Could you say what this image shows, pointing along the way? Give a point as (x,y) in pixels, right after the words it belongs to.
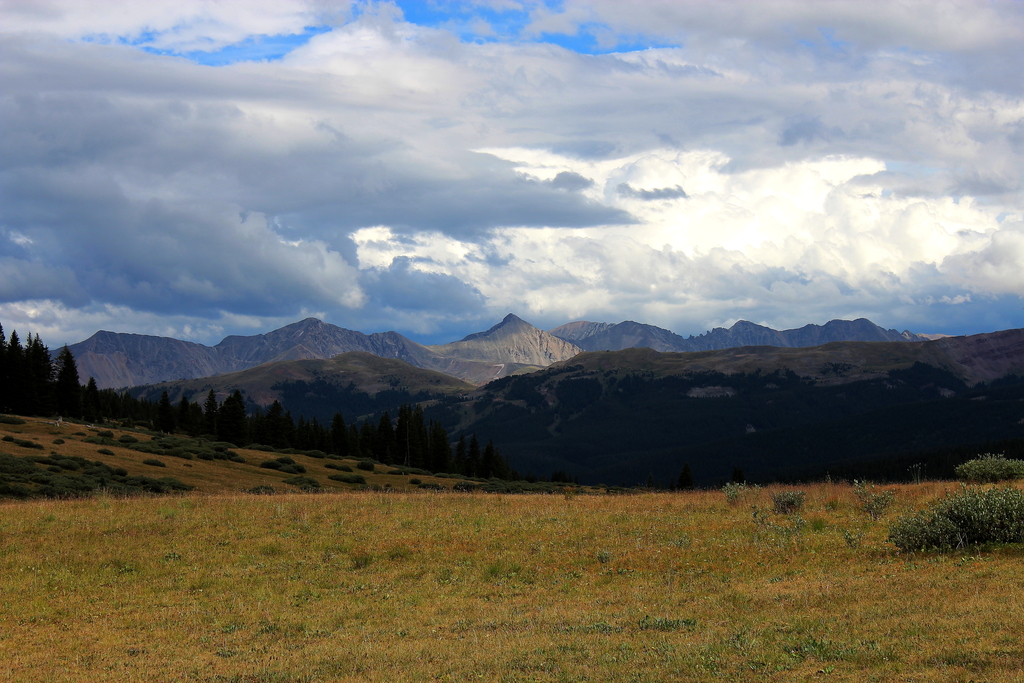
In this image I can see the plants (505,545) and many trees (3,412). In the background (690,468) I can see the mountains (739,435), clouds (357,158) and the sky (357,158).
